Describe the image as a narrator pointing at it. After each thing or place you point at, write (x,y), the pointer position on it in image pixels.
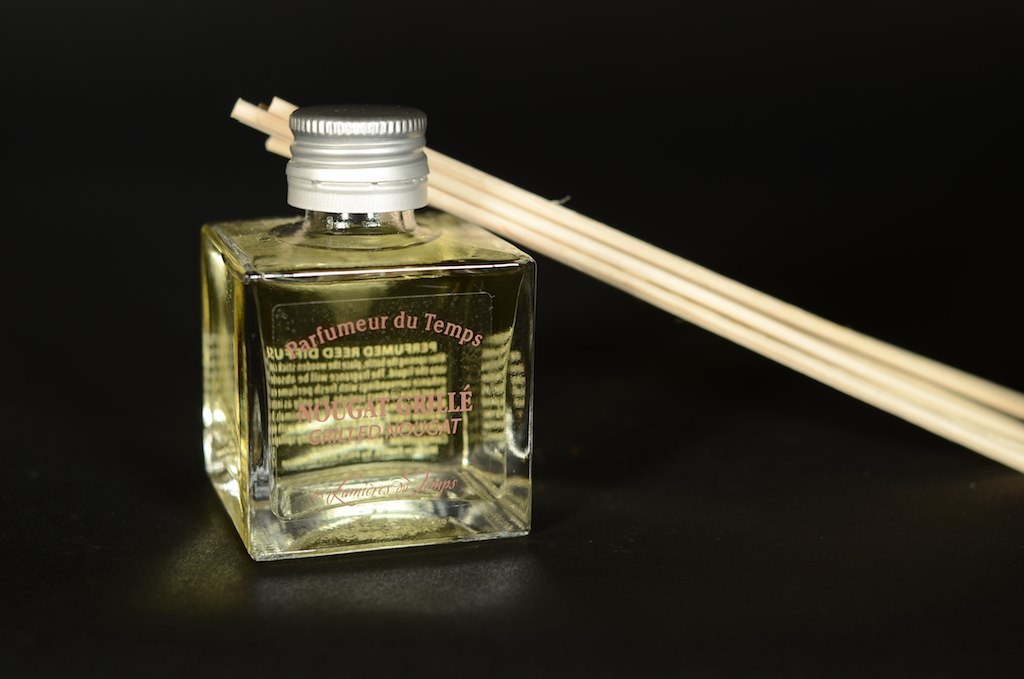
In this image I can see a bottle (335,288) and I can see sticks (670,302) kept on the bottle (397,246) and the background (908,96) is very dark.
